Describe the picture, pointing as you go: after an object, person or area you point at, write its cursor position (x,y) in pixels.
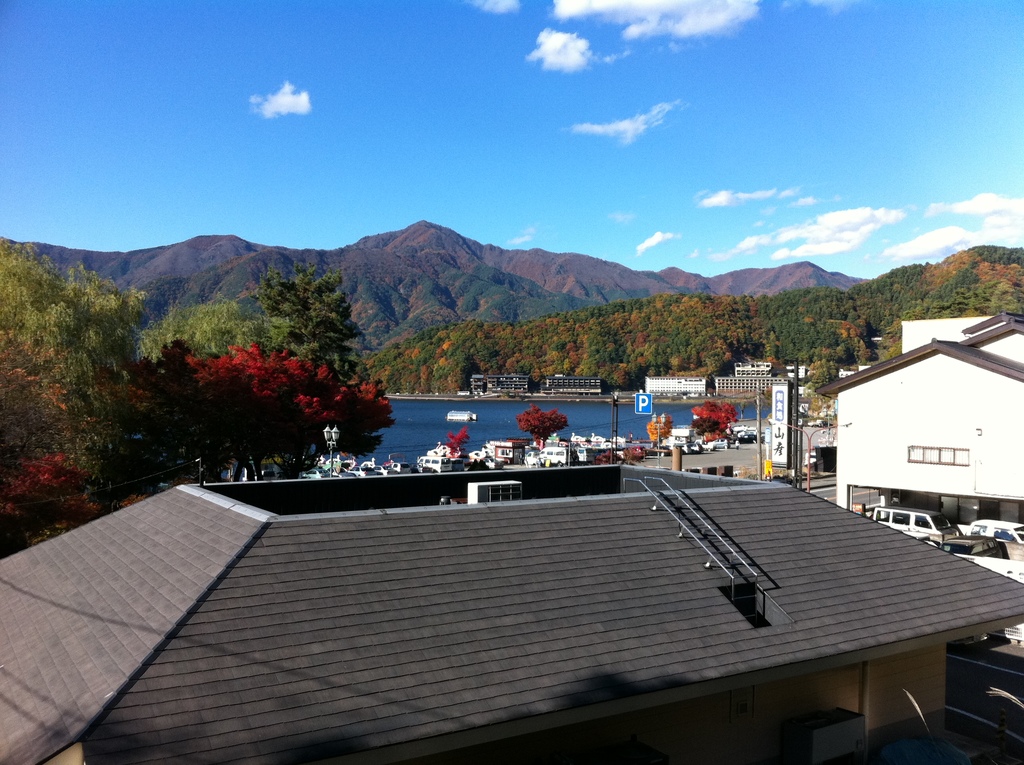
In this picture we can see buildings (948,418), trees (1021,292), poles (798,441), boards (783,418) and water (618,434). In the background of the image (520,237) we can see hills (428,277) and sky (714,156) with clouds (710,17).
